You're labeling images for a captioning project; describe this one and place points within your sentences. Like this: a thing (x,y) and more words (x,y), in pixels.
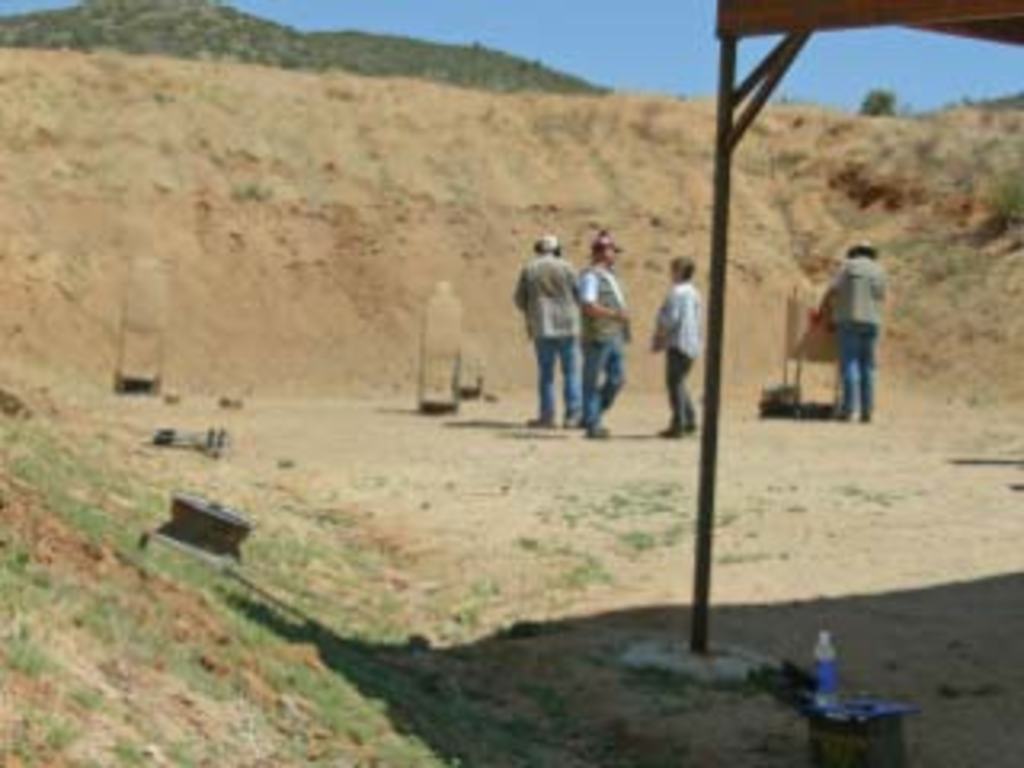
In the image we can see there are people (668,341) standing on the ground (722,387) and the ground (339,617) is covered with grass (283,545) and sand (453,473). There is water bottle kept on the table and there is a tent (886,2). There is an iron pole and behind there is a hill (378,65) covered with trees (197,30). There is a clear sky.
